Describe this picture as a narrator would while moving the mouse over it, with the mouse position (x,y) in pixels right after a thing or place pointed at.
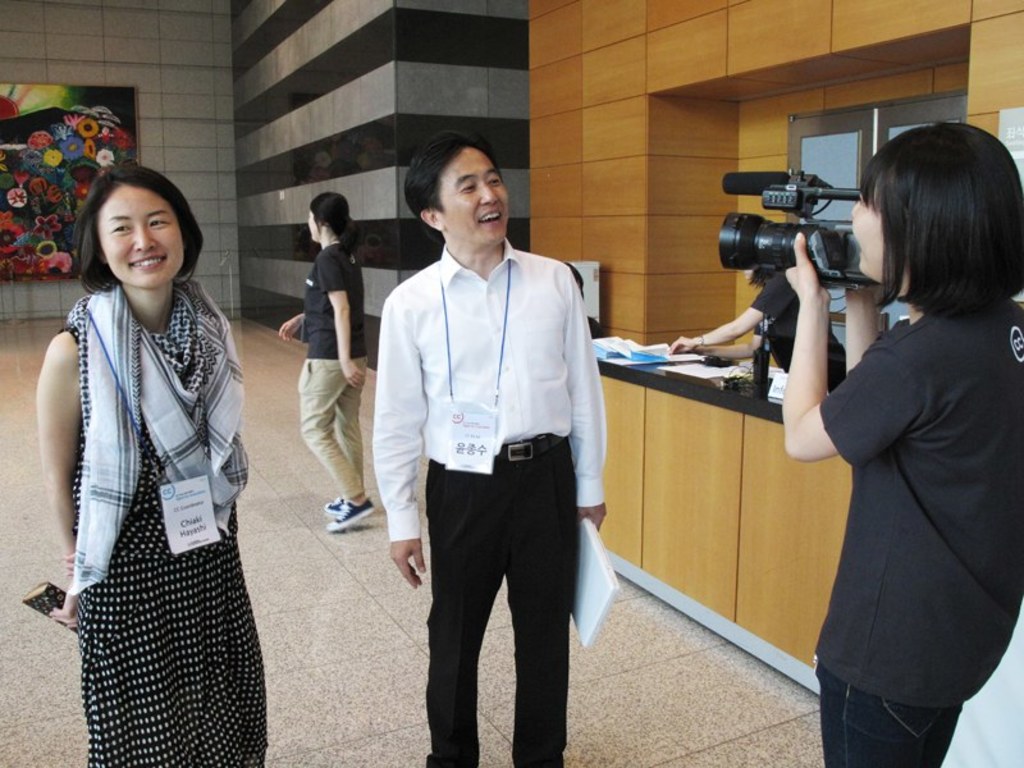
In this image, we can see people (553,550) and some are wearing id cards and holding objects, one of them is wearing a scarf (224,339). In the background (114,131), there is a board (125,117) on the wall (185,101) and we can see some papers (694,369) and some other objects (762,378) on the stand (716,559).
